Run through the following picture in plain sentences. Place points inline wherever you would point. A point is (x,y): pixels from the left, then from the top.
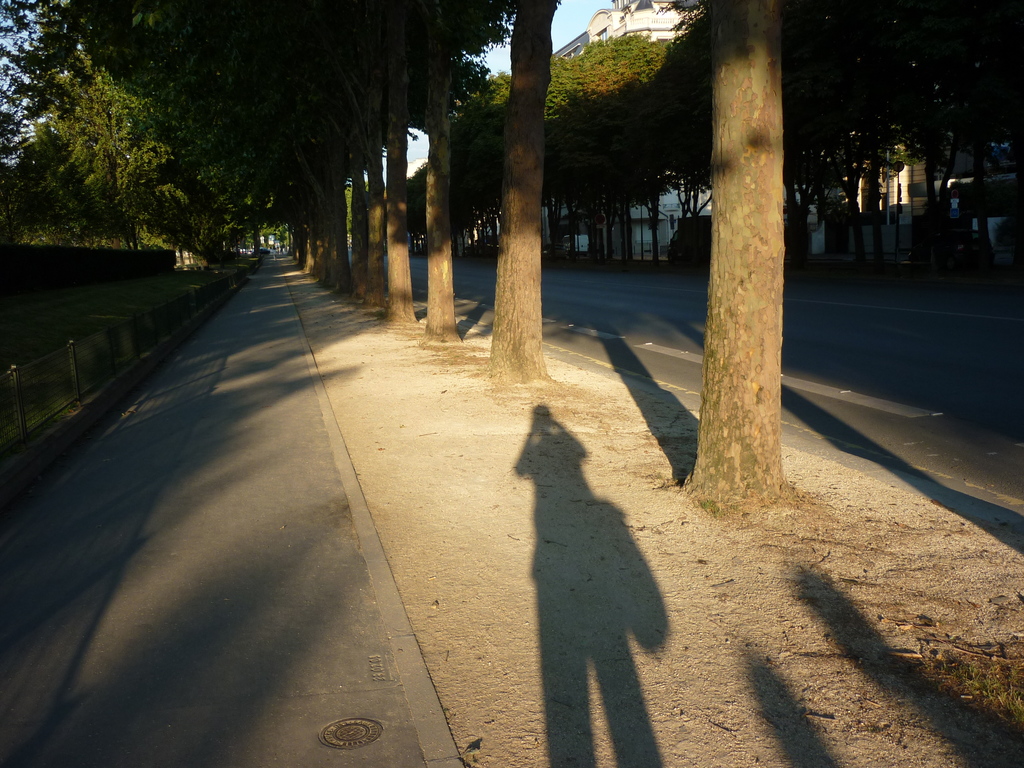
In this picture we can see the road (895,371) and many trees (559,99). On the right (707,212) we can see the buildings (670,194). At the bottom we can see the person's shadow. At the top (5,77) there is a sky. On the left (81,286) we can see the fencing (208,302), plants (206,252) and grass (3,304).
